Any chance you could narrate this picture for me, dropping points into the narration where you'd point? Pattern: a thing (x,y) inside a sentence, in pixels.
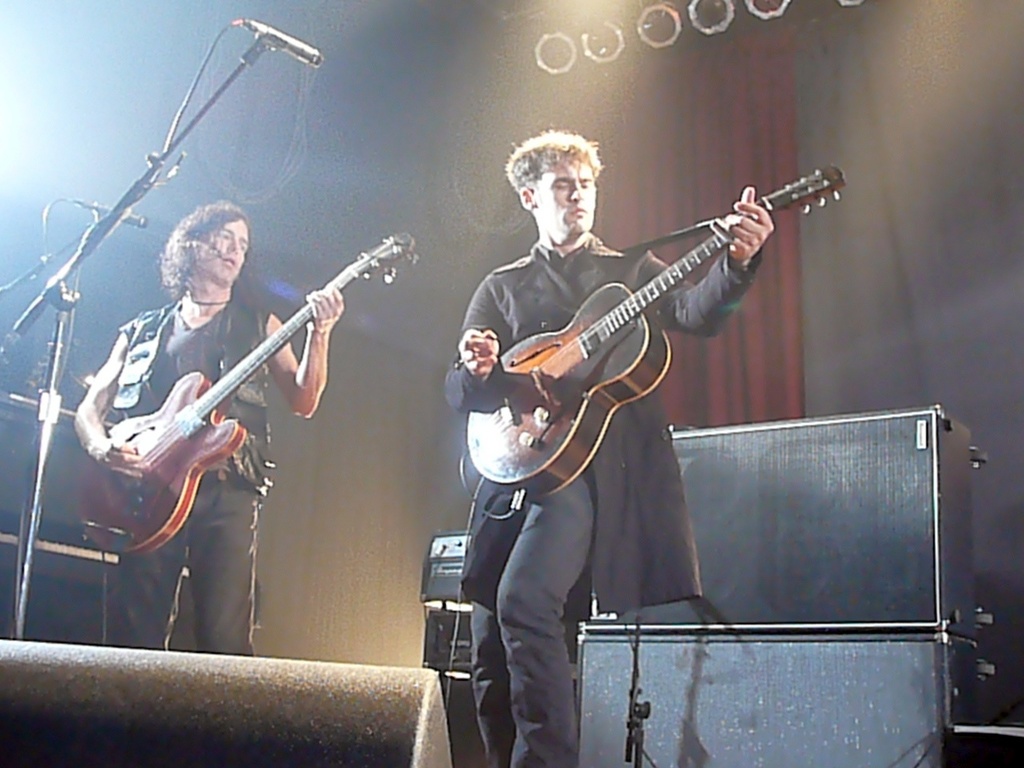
In this image, these two persons (273,325) standing and wearing black clothes (215,529). These two persons (202,369) are holding and playing a guitar (578,444). There is a mic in front of this person (201,324). There are speakers (816,594) behind this person (561,292).
